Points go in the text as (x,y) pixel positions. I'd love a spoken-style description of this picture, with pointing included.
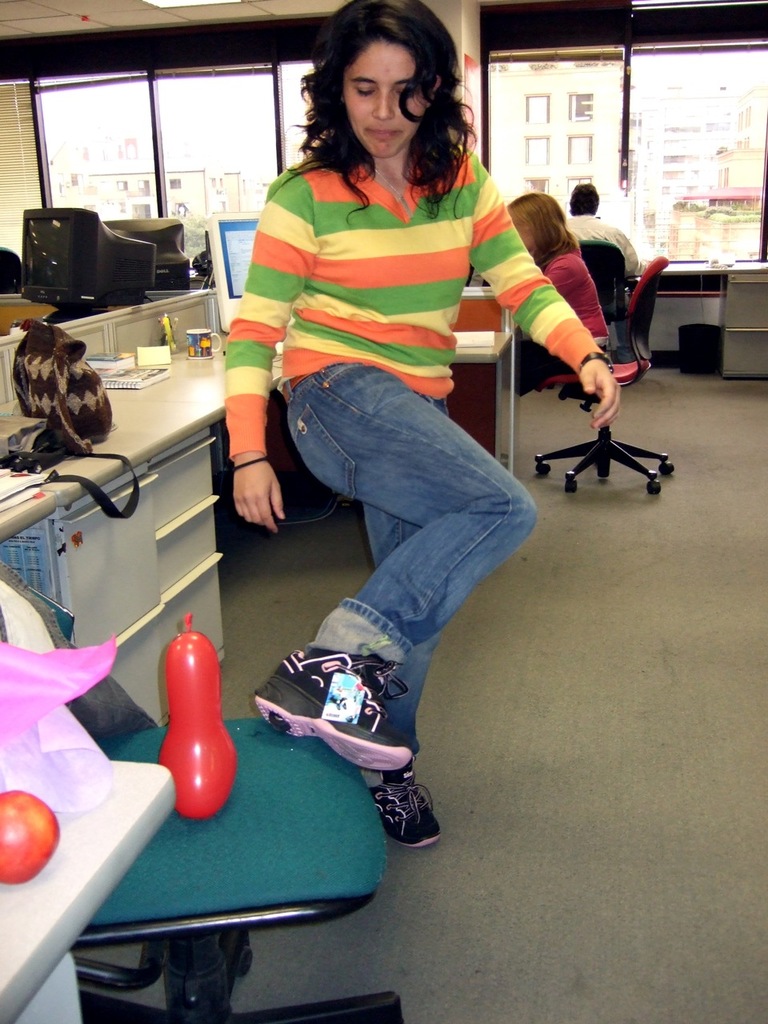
There are three people (322,350) in a room (224,459). In the center (331,662) we have a woman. She is standing. On the right side (569,246) we have a two persons (572,292). They are sitting on a chair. There is a table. There is books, bags (97,414), telephone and fruit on a table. We can see in the background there is a window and curtain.
